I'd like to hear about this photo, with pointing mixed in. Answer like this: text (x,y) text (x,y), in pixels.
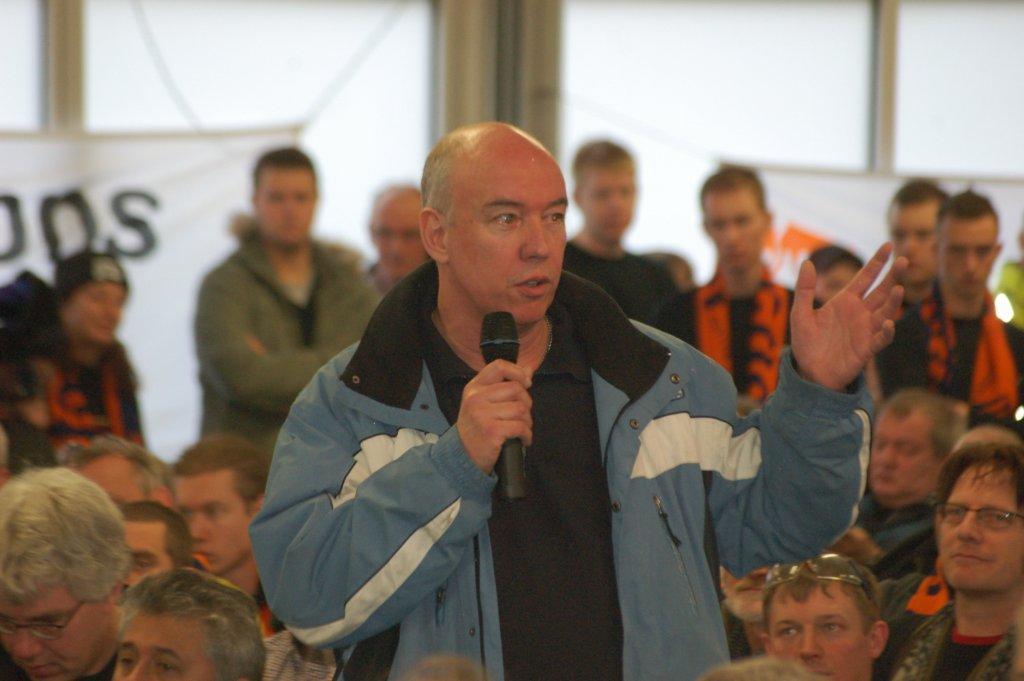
In the middle (439,370) a man (764,473) is standing and speaking in the microphone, he wore coat (485,510), shirt (569,554). At the bottom (821,634) few people (843,623) are sitting, at the back side (988,207) few persons (821,269) are standing. Behind them there are glass walls (715,154) in this image.
